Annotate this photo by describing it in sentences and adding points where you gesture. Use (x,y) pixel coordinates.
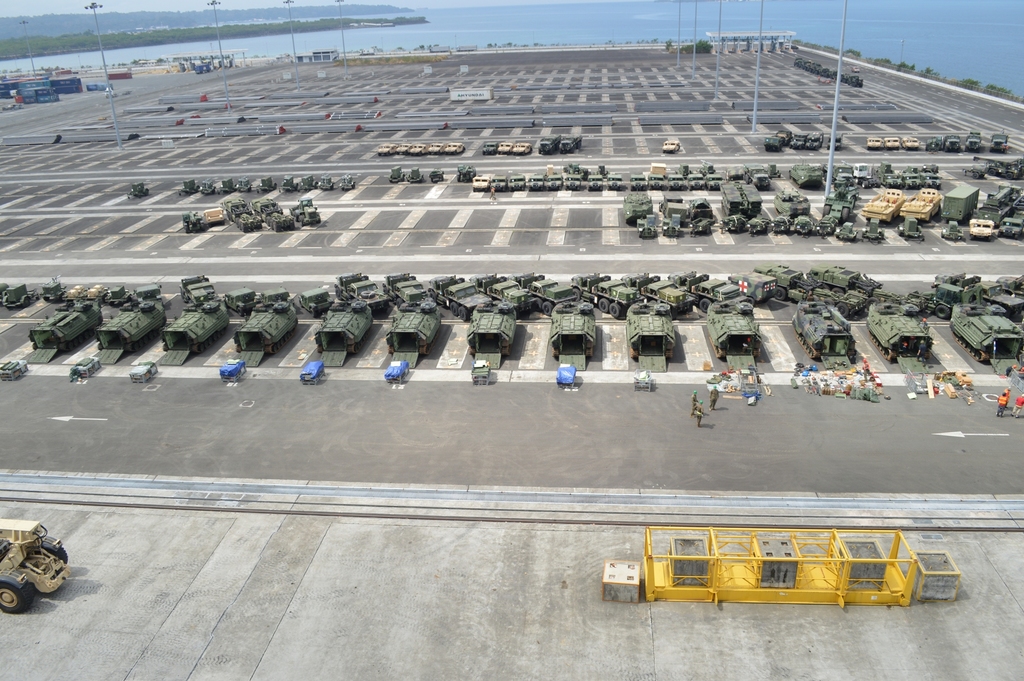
This image is clicked near the ocean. At the bottom (575,561), there is a road (771,662). On which there are many vehicles (181,353) in green color. They look like army vehicles (398,356). In the background (354,31), there is water (479,33). On the left (54,23), we can see the mountains (50,24). In the middle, there are poles (21,23).
